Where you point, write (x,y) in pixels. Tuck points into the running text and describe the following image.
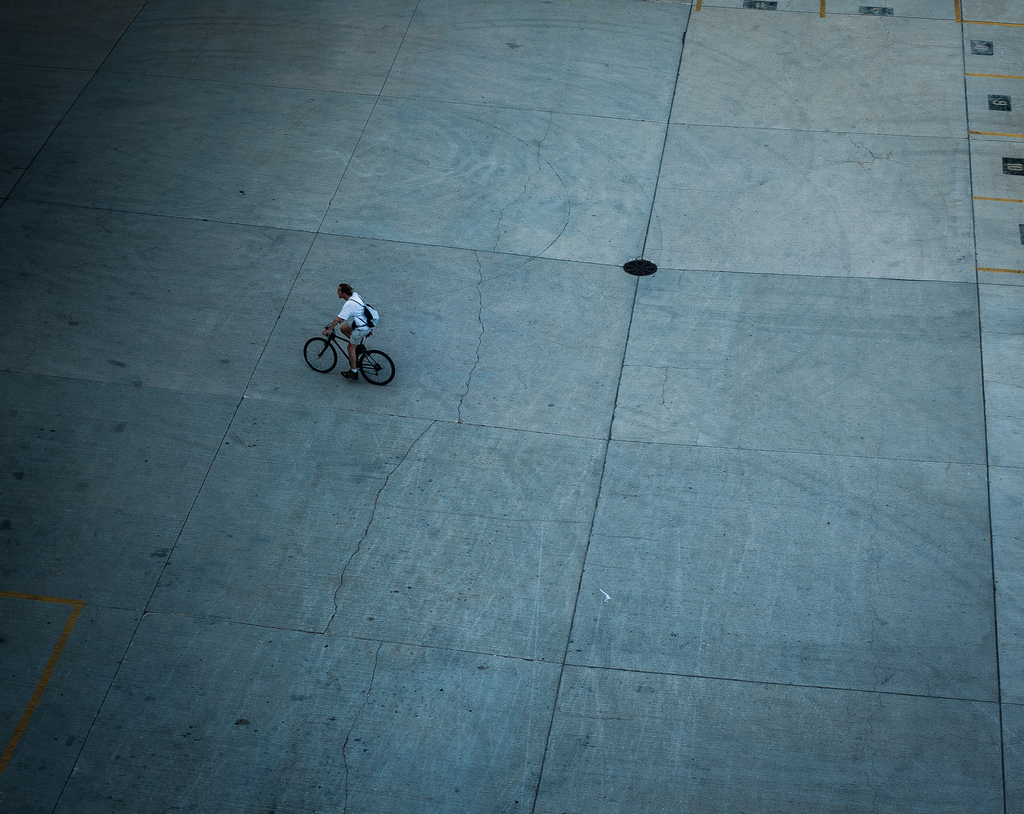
This image is taken outdoors. At the bottom of the image (472,588) there is a floor (612,351). In the middle of the image (370,328) a man (344,332) is riding on the bicycle (342,358).
